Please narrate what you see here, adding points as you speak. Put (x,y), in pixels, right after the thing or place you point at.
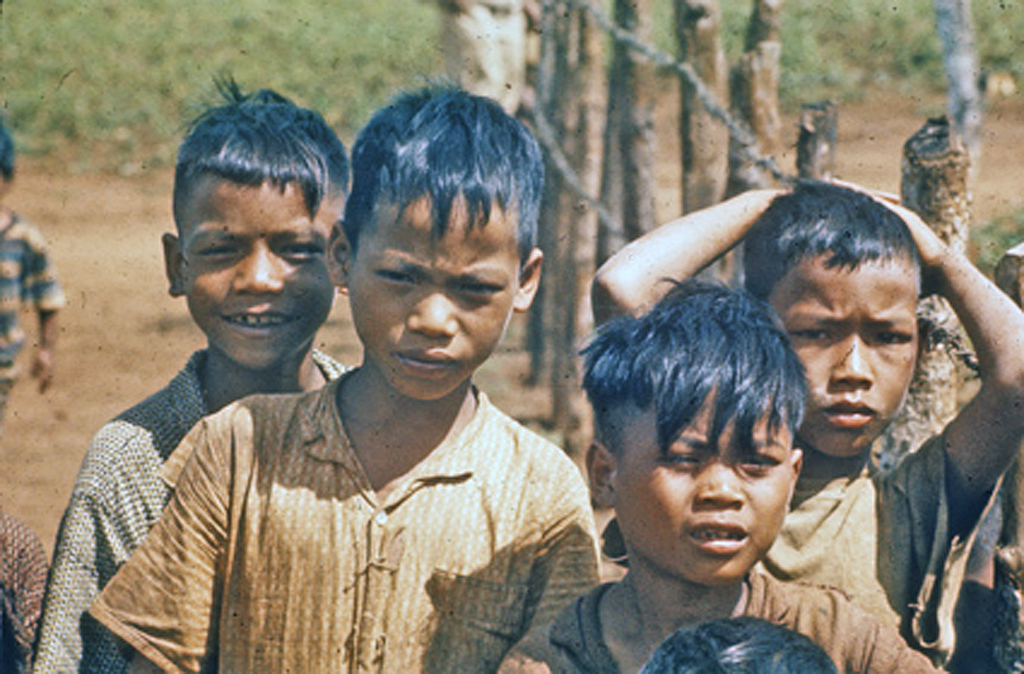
In this image, we can see kids (440,566) beside the fencing (799,151). In the background (837,169), image is blurred.
